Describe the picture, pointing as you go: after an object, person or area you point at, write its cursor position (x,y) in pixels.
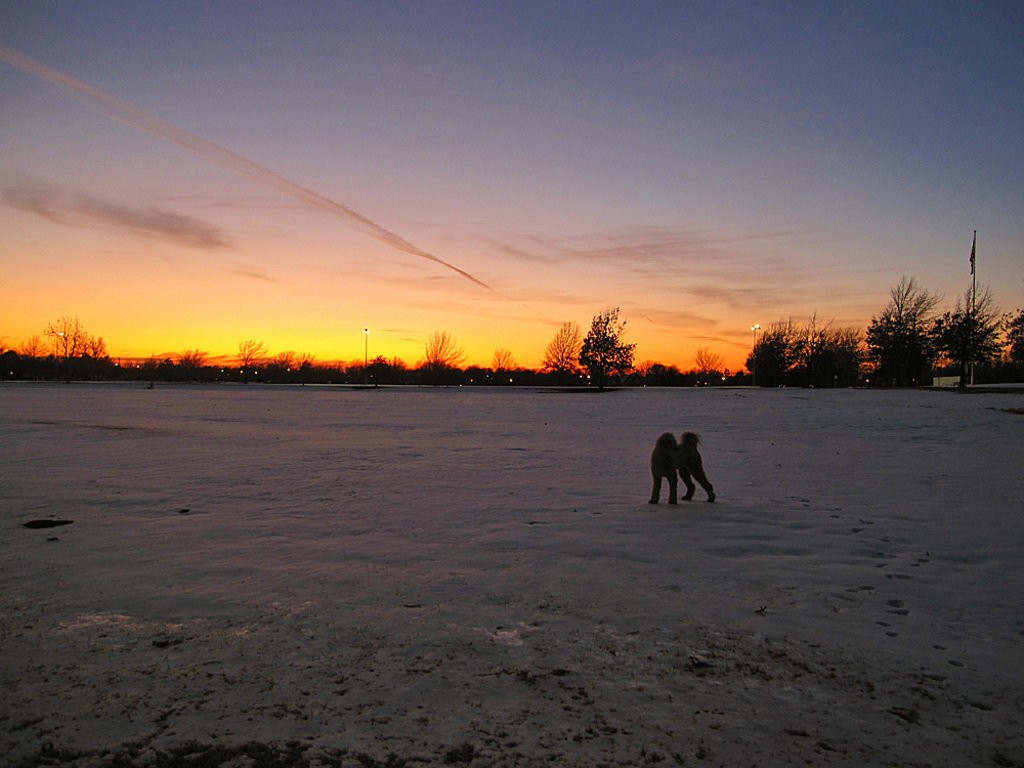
In this picture I can see there is a animal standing here on the snow (98,427) and there are trees (168,375) and poles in the backdrop (919,352).
